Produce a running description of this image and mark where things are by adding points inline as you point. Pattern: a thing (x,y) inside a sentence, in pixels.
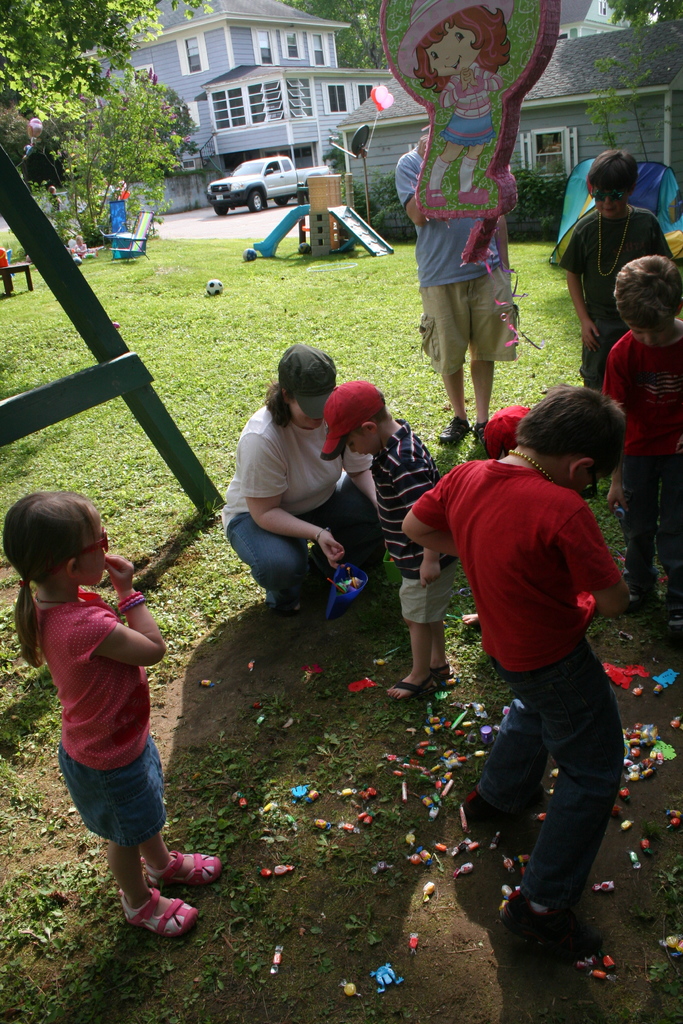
In this image in front (457,497) there are children (435,511). Behind them there is a person (473,344) holding some object (480,152). At the bottom of the image (356,701) there is grass (276,349) on the surface (291,339). In the background of the image (94,183) there are trees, buildings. There is a car (259,174), ball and a few other objects (20,188).
